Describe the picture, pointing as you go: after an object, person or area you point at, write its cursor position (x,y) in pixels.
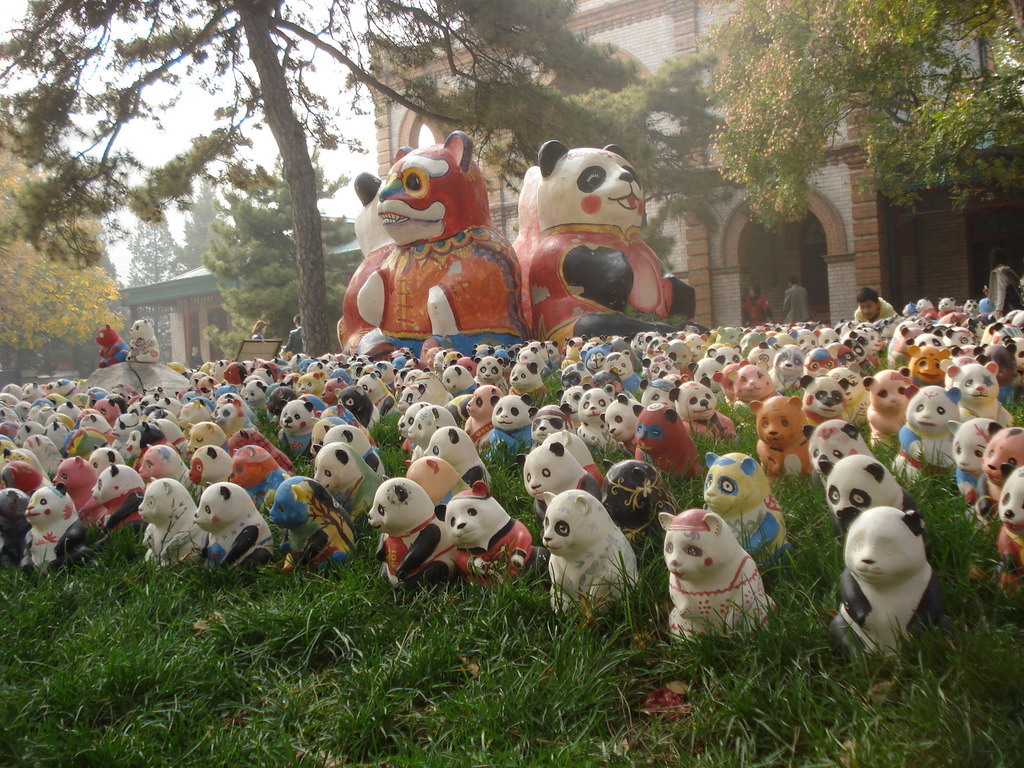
In this image we can see a few statues (560,433) on the grass (204,583), in the background (132,274) there are few trees (98,244) buildings (168,298), persons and sky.
